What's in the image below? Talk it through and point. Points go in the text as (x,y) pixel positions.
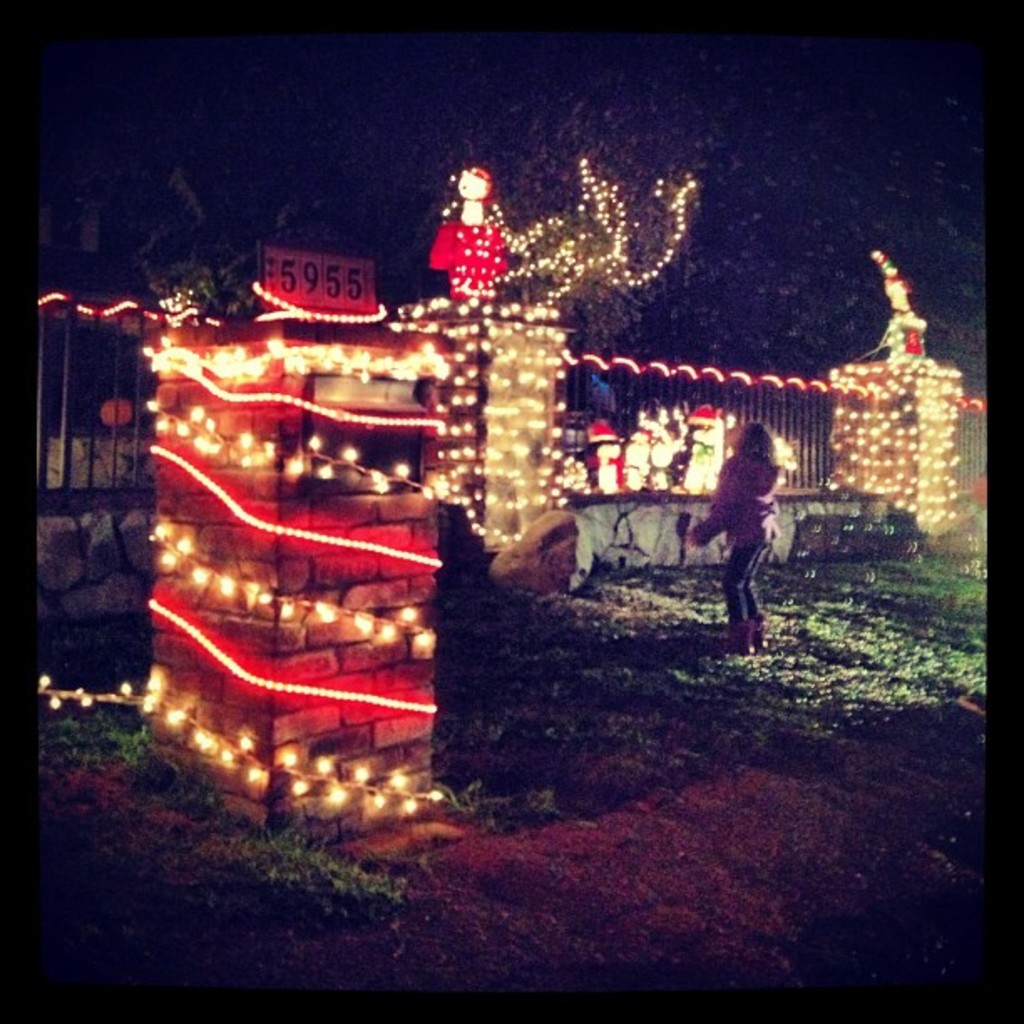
This is an image clicked in the dark. Here I can see a wall (267,707) and a pillar (252,604) decorated with the lights (330,367). On the right side (756,522) a child (738,560) is standing on the ground (763,661). In the background (653,150) there are some trees (625,148).
